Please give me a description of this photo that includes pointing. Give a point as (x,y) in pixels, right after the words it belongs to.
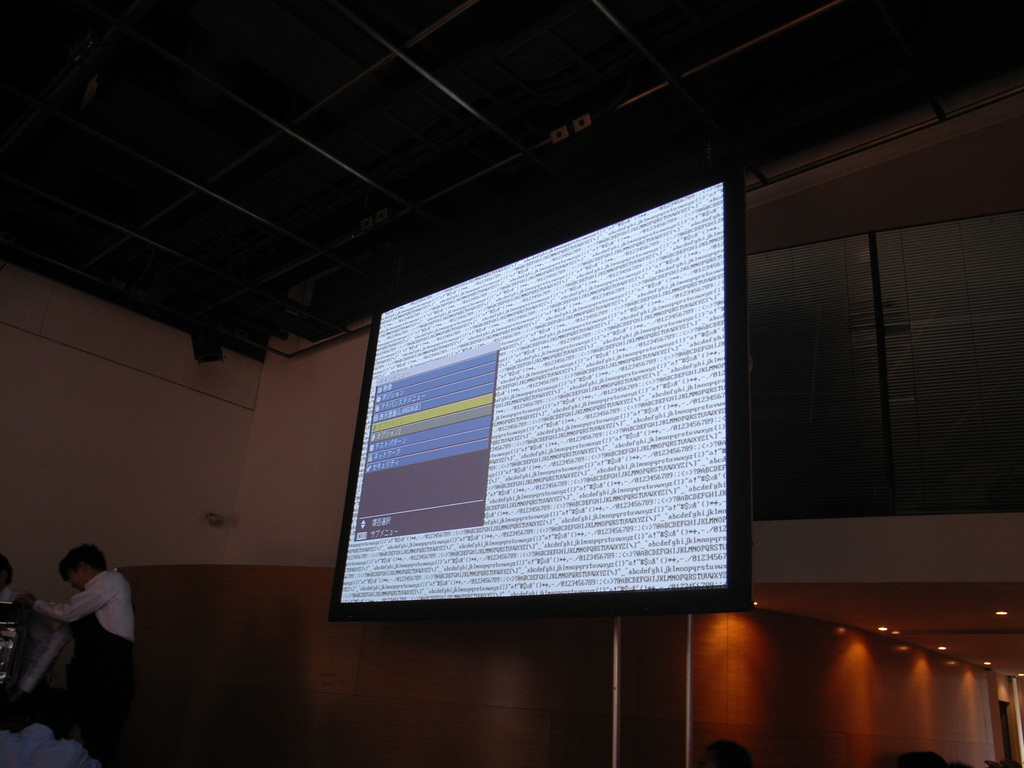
In this image, there is an inside view of a building (723,654). There is a screen (495,403) in the middle of the image (495,403). There is a ceiling (505,149) at the top of the image (513,102). There is person (129,657) in the bottom left of the image (124,661) standing and wearing clothes (115,619).
